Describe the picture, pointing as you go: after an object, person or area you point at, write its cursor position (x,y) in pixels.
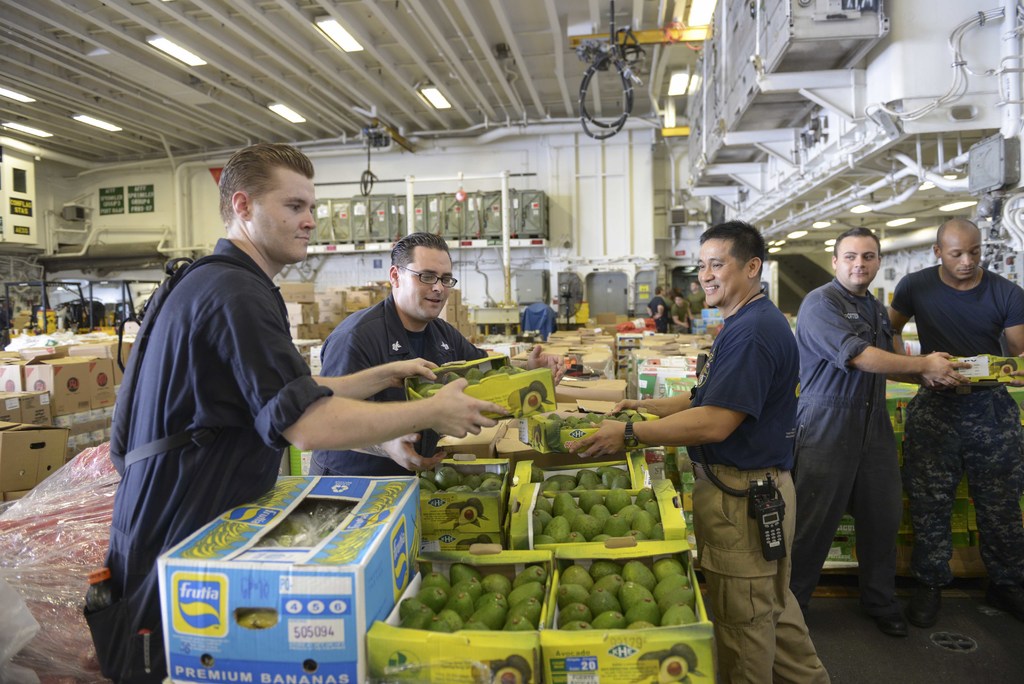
As we can see in the image there are few people (876,310) here and there and there are boxes (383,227). In boxes (553,657) there are avocados (626,593). On the top (357,42) there are lights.
